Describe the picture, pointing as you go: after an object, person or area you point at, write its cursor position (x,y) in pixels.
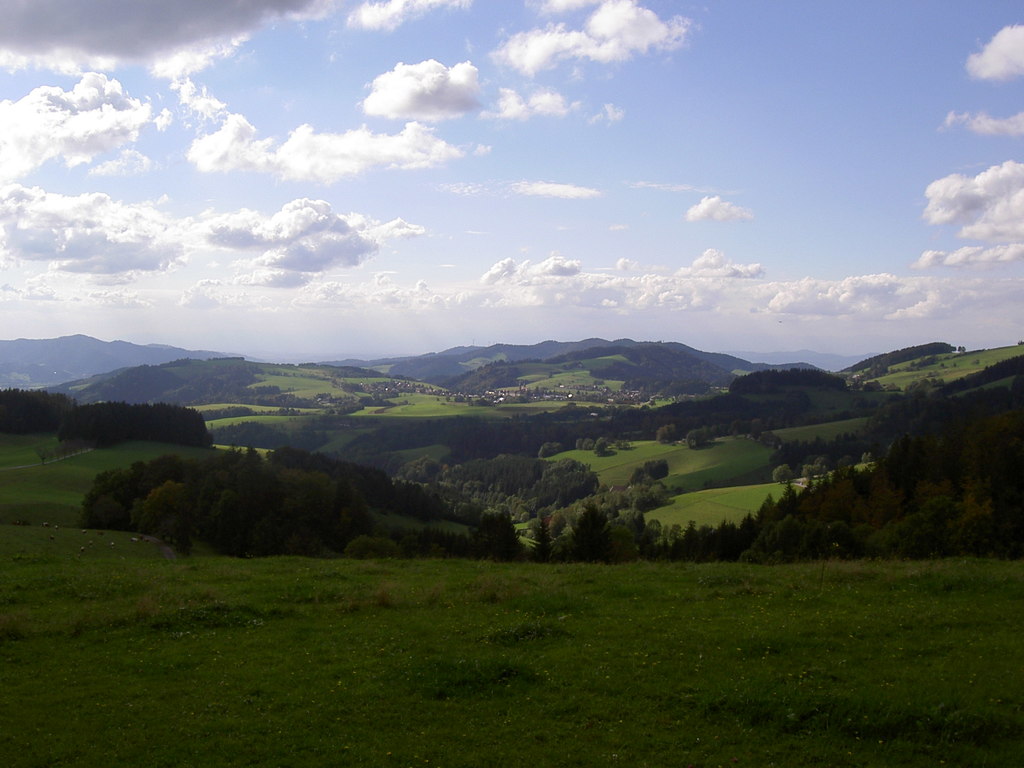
In this image I can see mountains (712,381), trees (545,429) and green grass (500,411). The sky (574,183) is in white and blue color.
